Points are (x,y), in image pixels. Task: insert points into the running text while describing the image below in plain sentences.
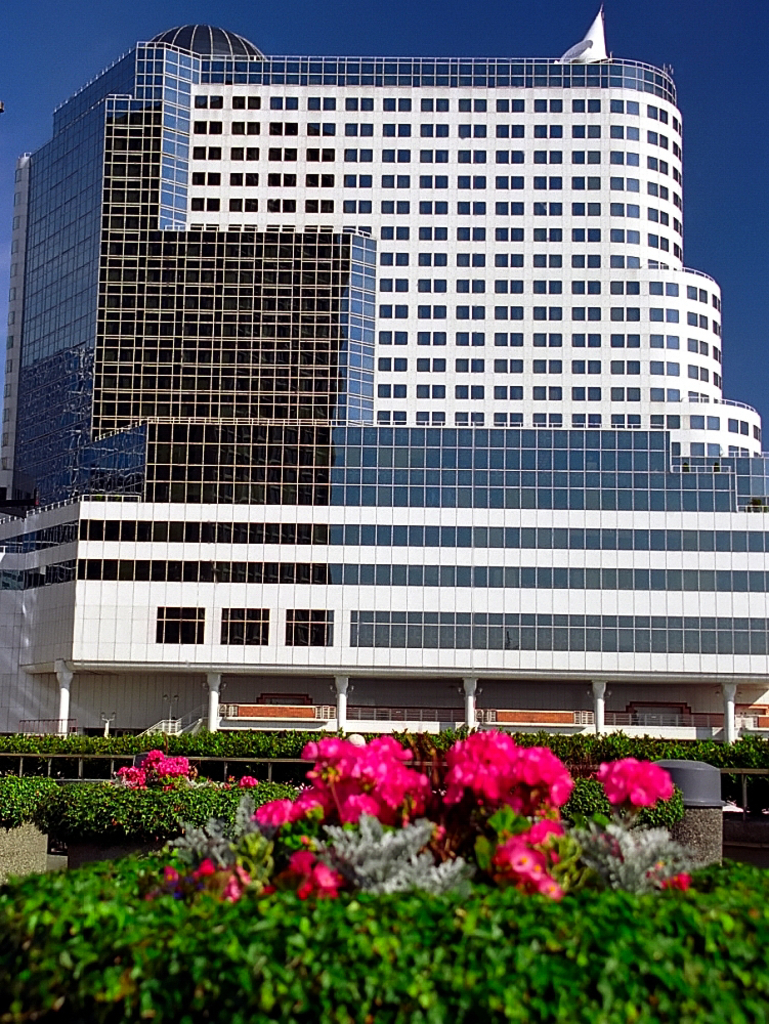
In this image I can see the glass building (399,354), fencing (273,761), plants (522,954), fencing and few pink color flowers (490,773). The sky (717,67) is in blue color.
